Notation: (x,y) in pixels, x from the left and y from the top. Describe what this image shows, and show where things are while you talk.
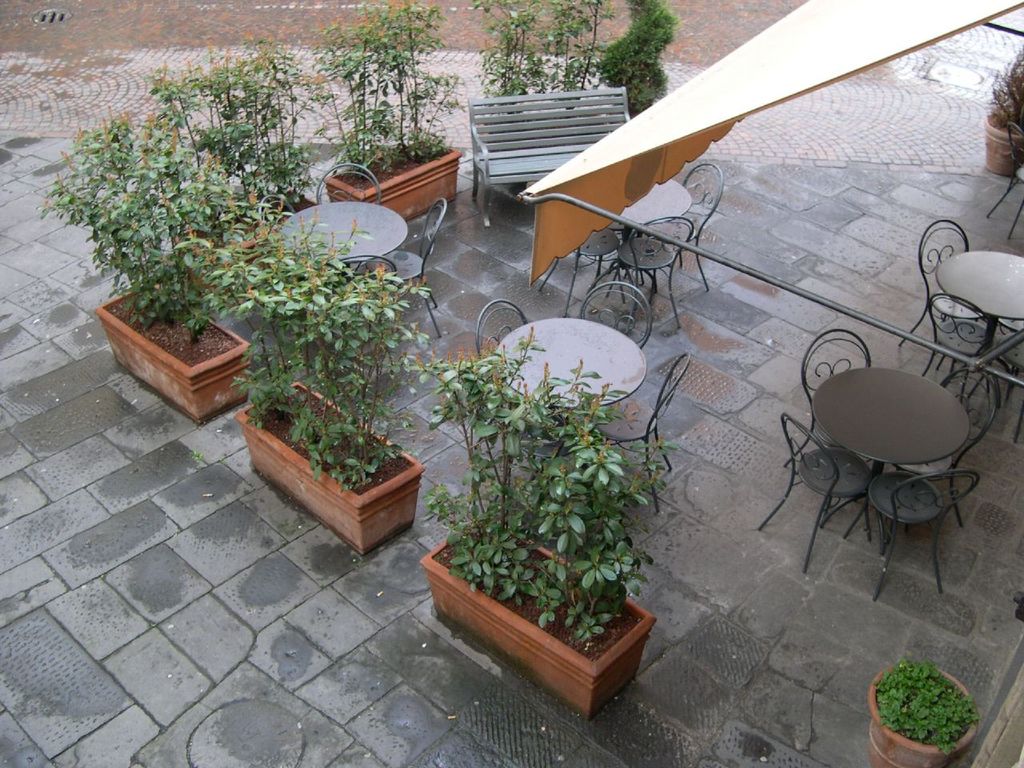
In the picture I can see flower pots (410,33), bench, tables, chairs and water (53,36) on the road (53,36).
